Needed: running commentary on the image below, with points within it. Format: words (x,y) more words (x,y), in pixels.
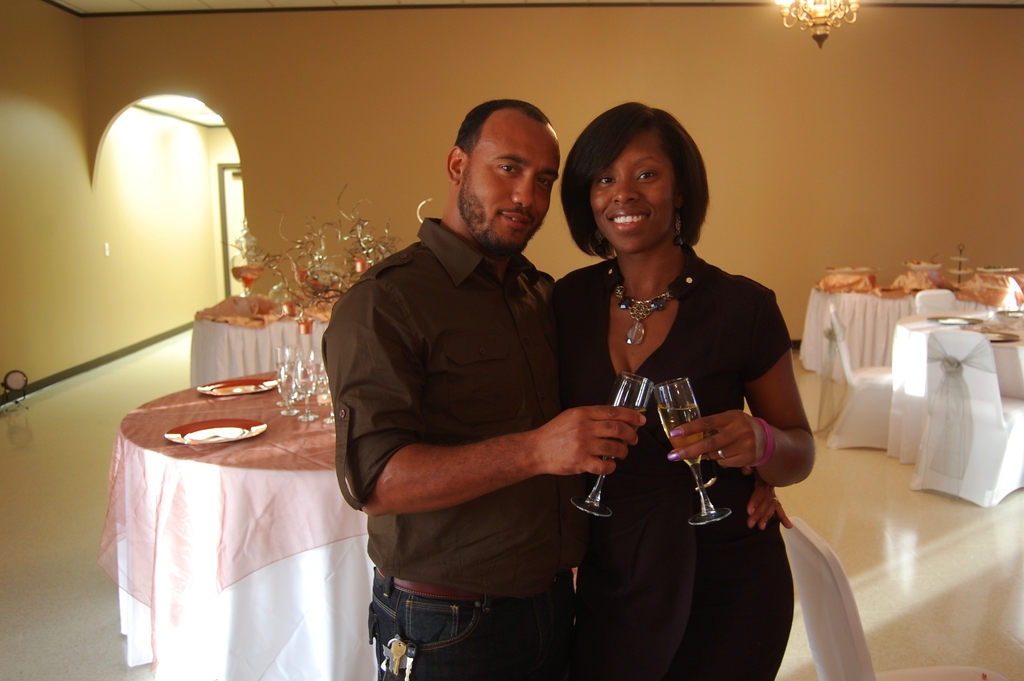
There is a man (535,415) and a woman (715,552) standing in the image. They were holding wine glasses (688,434). This is a table (224,487) covered with cloth (299,478). I can see a plate (197,428), wine glass (304,374) placed on the table (275,428). At the background (957,351) I can see empty chairs (968,378) with some other tables (992,331). at the top of the image (837,12) I can see a light (797,21) hanging.
